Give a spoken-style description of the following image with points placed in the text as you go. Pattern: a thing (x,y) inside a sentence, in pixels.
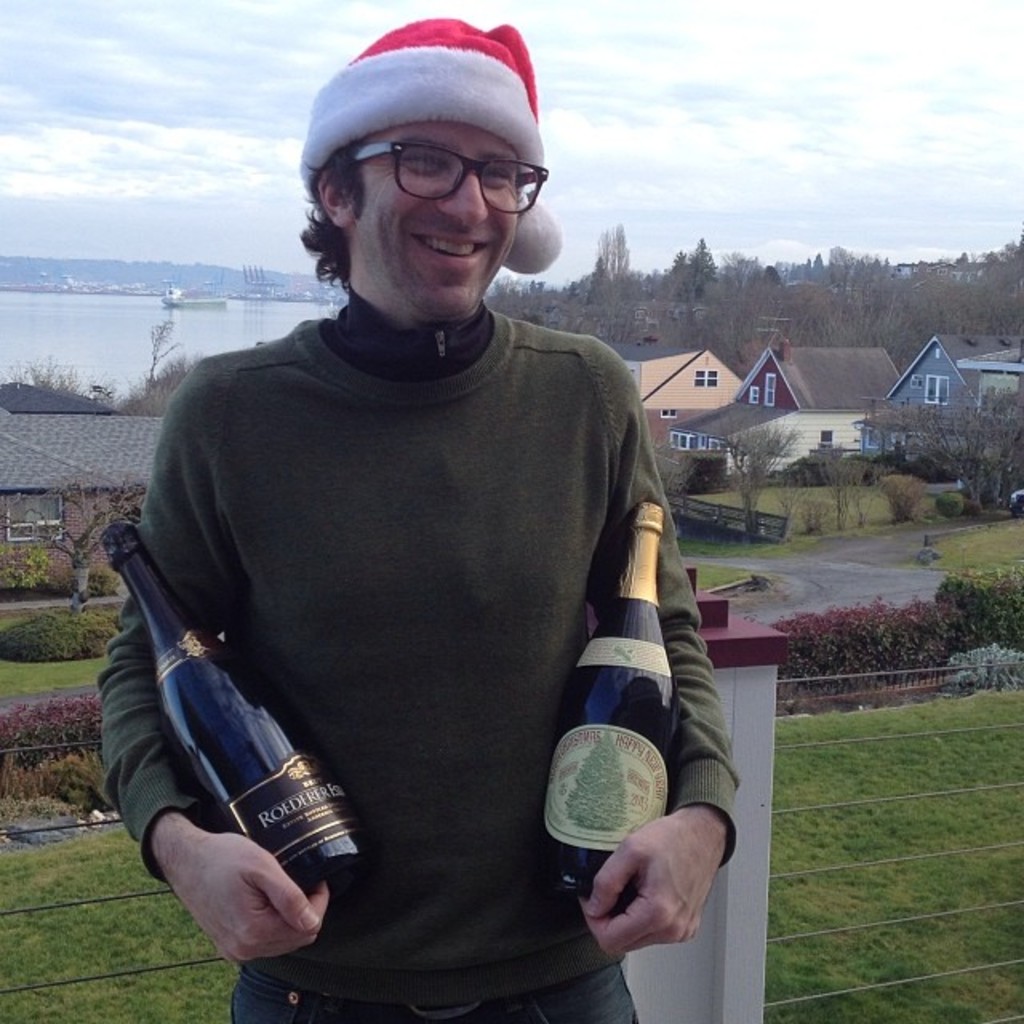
In this picture I can see a man (191,408) standing and holding couple of bottles (184,665) in his hands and he is wearing a cap (470,95) on his head (407,71) and I can see plants (910,649), trees (750,479), buildings (953,398) and I can see water (177,343) and a blue cloudy sky (884,176) in the background (156,81).
